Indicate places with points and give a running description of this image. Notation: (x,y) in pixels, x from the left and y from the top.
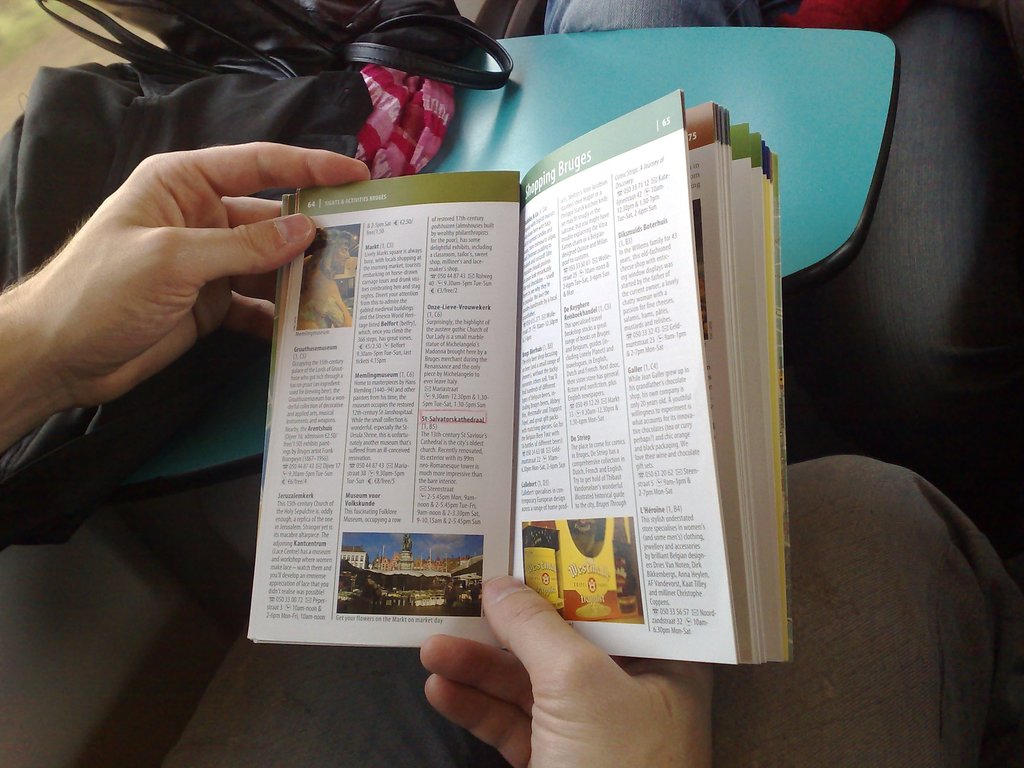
In this image I can see hands (561,695) of a person (178,348) and I can see this person (191,339) is holding a book (619,296). I can see something is written on the pages (602,512) of book (638,386). On the top side of this image (339,1) I can see a bag (480,82) and few clothes (306,115) on the table (541,36).
